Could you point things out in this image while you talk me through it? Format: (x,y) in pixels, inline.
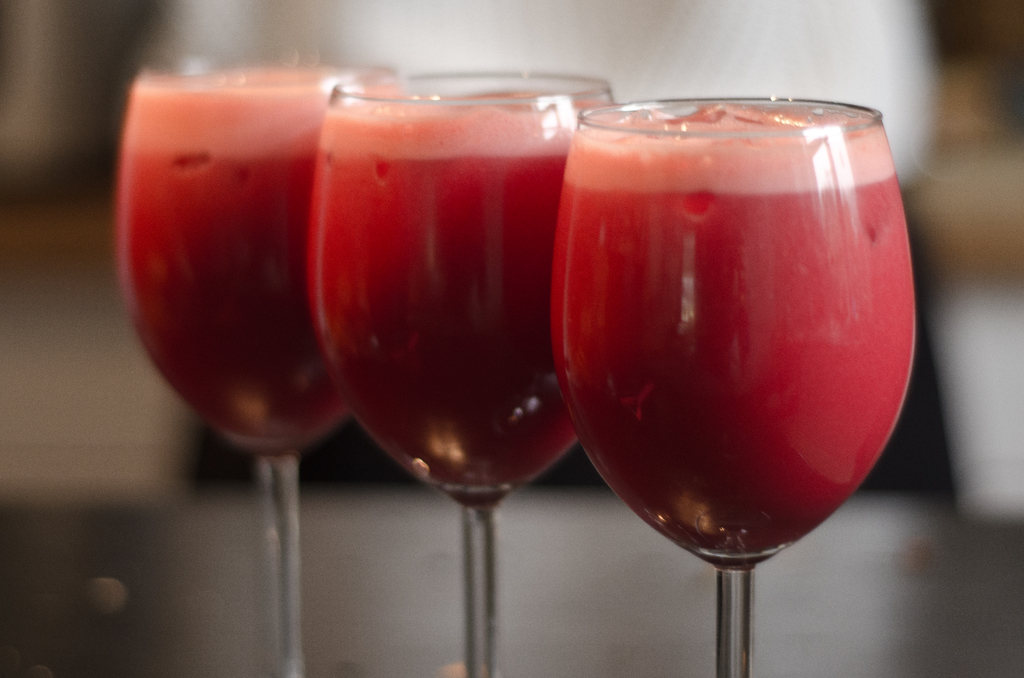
In this image I can see 3 wine glasses (184,390). They contains a drink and the background (898,42) is blurred.
